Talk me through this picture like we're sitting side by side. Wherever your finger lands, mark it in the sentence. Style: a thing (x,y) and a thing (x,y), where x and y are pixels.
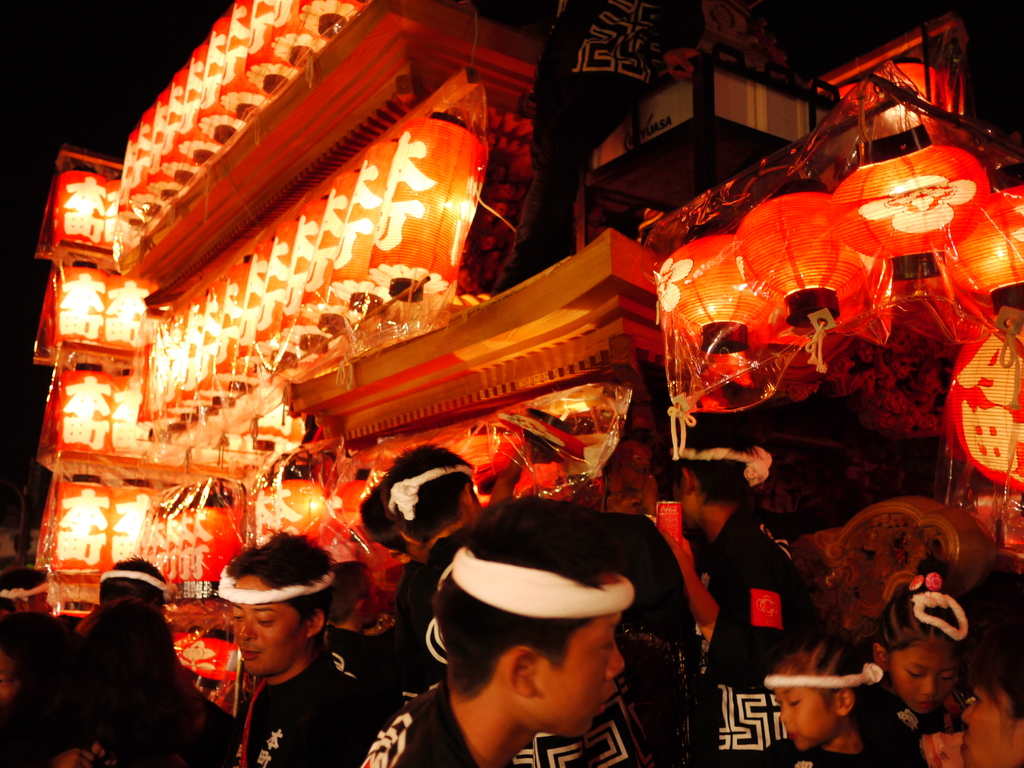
In front of the image there are people (713,434). Behind them there are lamps (940,162) and a few other objects (614,176).
